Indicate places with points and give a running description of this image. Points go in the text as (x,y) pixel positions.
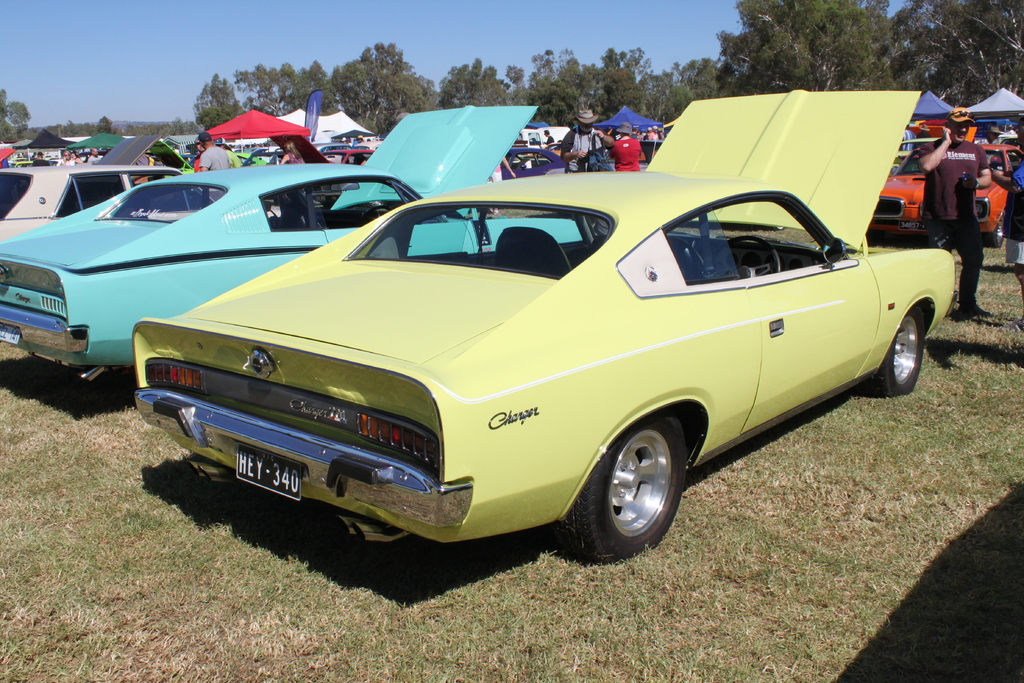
In this image there are cars (351,307) and we can see people (1005,184). There are tents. In the background (953,17) there are trees (945,2) and we can see the sky (518,58). At the bottom (423,574) there is grass (384,601).
